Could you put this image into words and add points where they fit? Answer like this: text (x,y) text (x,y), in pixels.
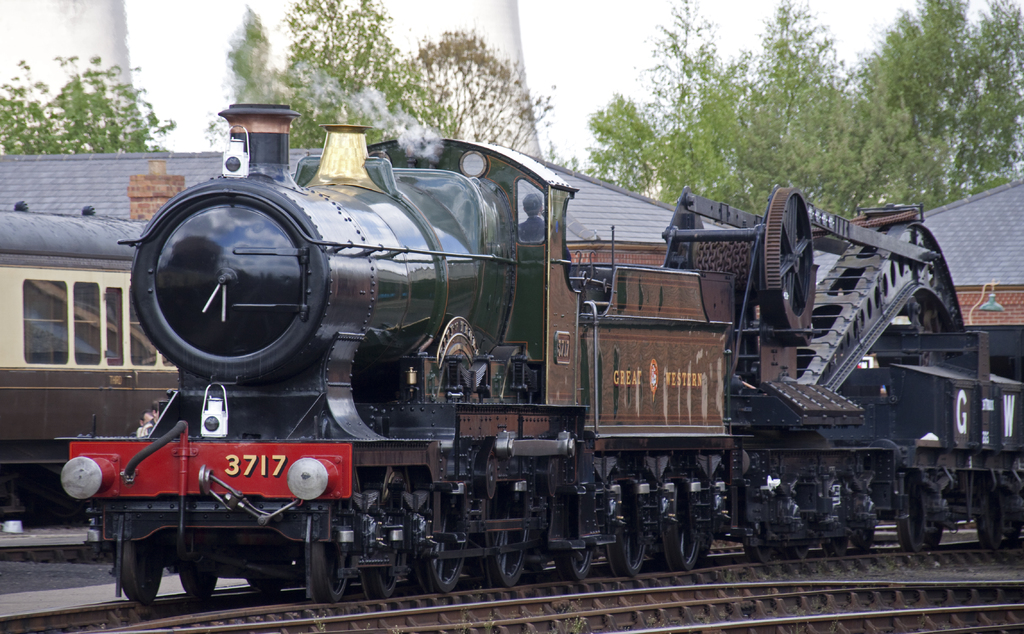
In this image there are trains (395,562) on the railway tracks (467,604), and at the background (957,217) there are buildings (987,198), trees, sky (591,20).
